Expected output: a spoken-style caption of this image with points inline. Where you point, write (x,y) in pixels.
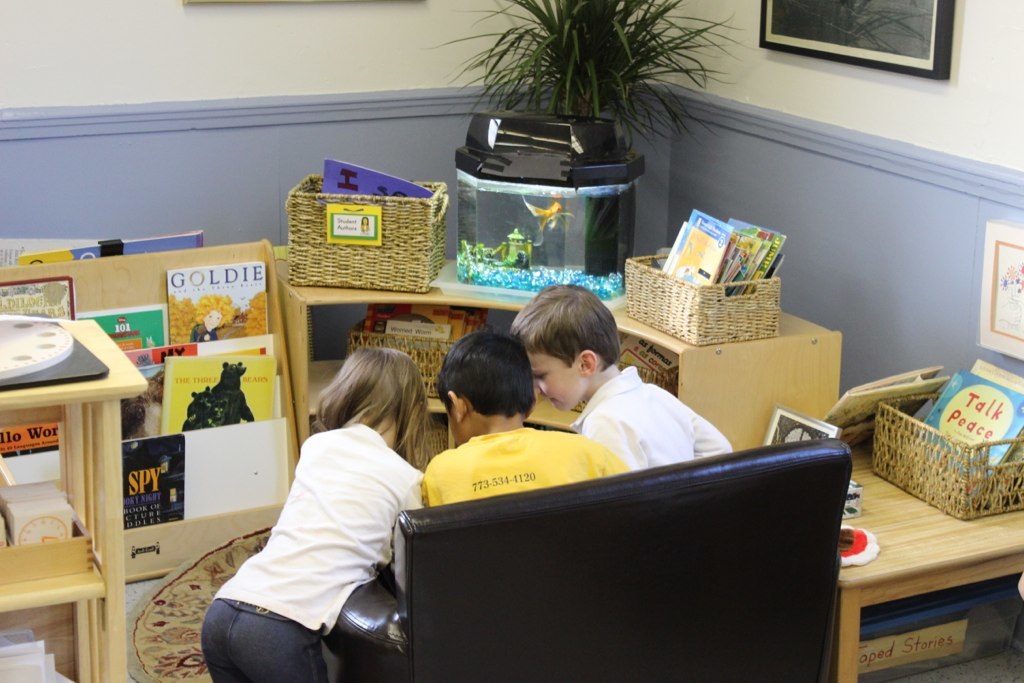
In the picture there are three kids (528,480), they are sitting on a black sofa (593,550), around them there are some baskets (1012,444) and in the baskets (930,447) there are few books (994,412) they are looking like kids story books (730,278), to the left side (136,452) there is a book holder (189,430) there are some articles (182,345) in that, in the background (596,18) there is a plant (578,88), to the right side (890,44) to the wall (825,82) there is a photo poster (852,58) in the background (223,110) there is a wall (221,83).
